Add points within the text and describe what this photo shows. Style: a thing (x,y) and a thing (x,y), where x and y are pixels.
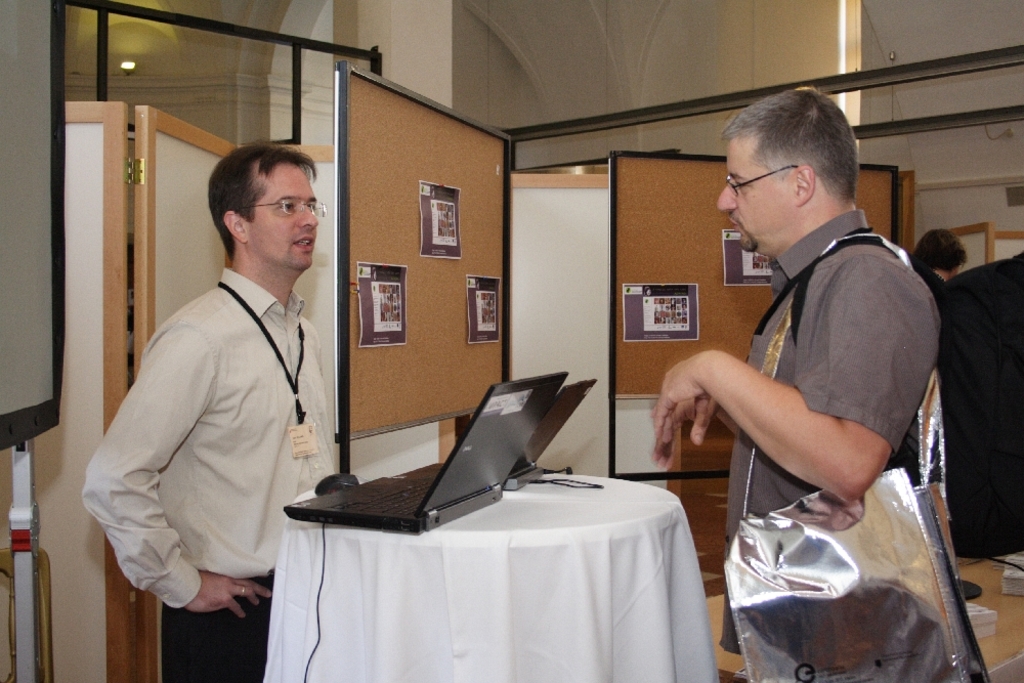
In this picture we can see two persons (292,220) standing on the floor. He has spectacles (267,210). This is table (546,611). On the table (546,610) there is a cloth (604,558), and laptops (486,456). This is door (199,212) and these are the boards (709,263). And there is a light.
